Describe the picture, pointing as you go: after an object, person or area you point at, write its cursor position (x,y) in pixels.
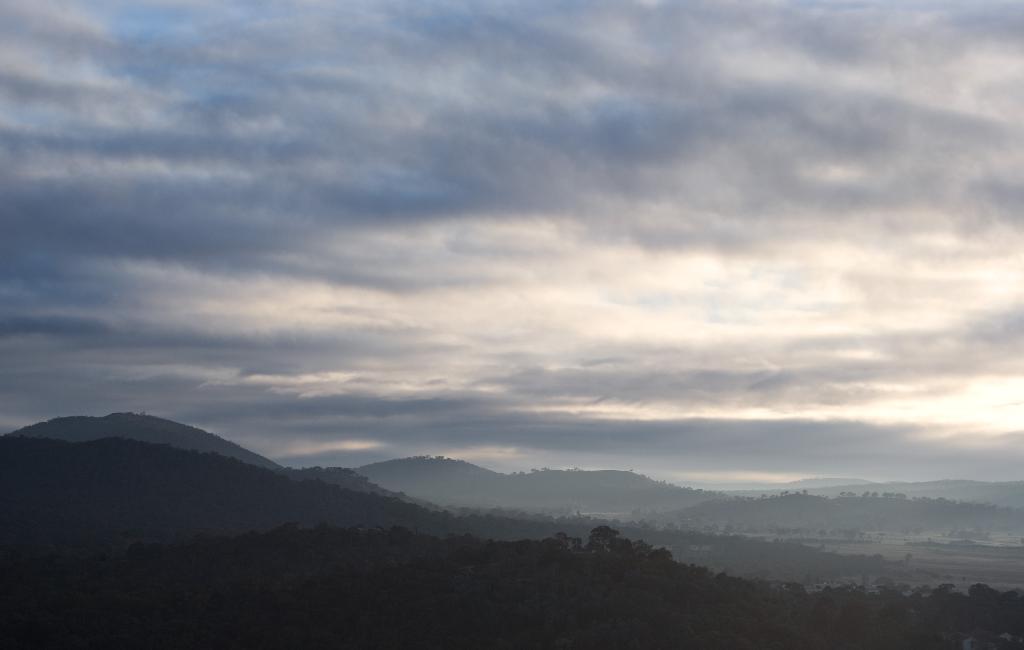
In the image there are plants (287,545), mountains (398,499) and sky (539,409).
